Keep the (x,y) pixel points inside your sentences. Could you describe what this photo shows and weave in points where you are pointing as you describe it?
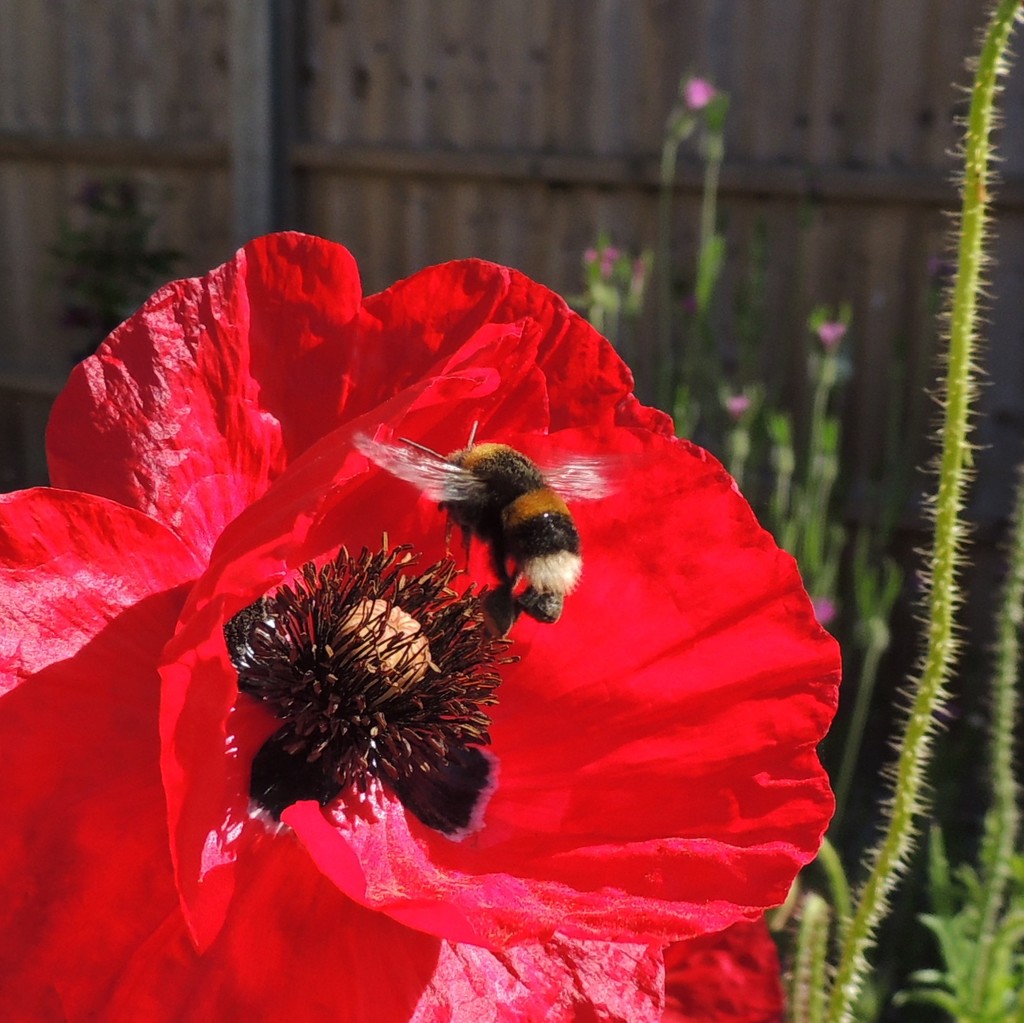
In the center of the image (487,467) there is a bee (540,537) on the flower (258,410). In the background (416,206) we can see plants (713,100) and wall (376,122).
